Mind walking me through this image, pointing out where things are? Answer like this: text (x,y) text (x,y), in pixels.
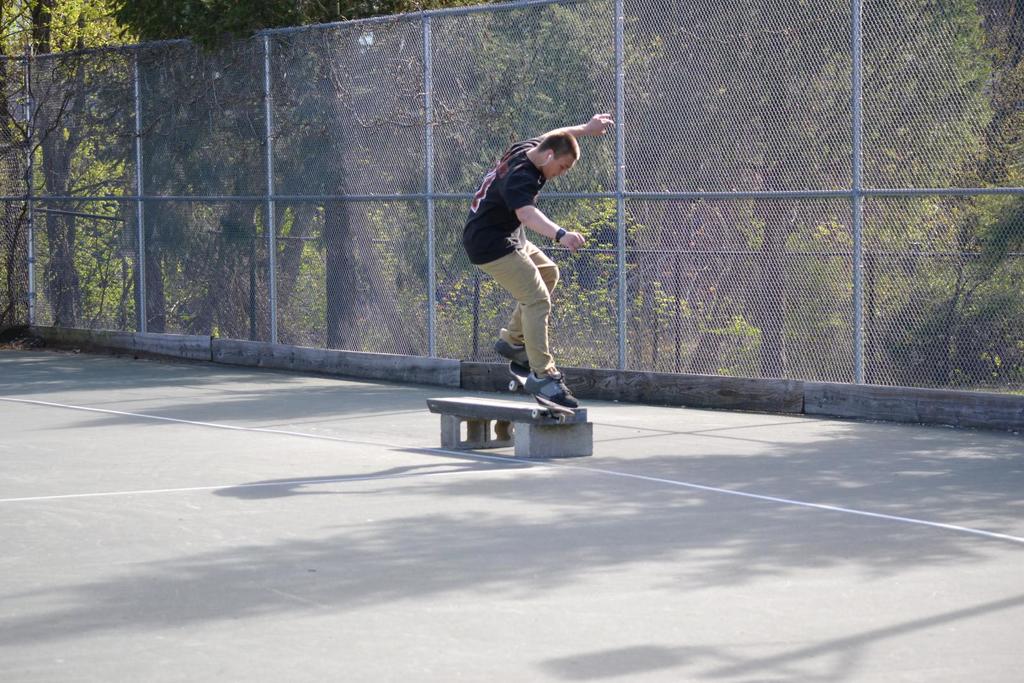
In this image we can see a person (509,267) wearing black T-shirt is skating on the skateboard (540,412). In the background (760,57), we can see the fence (763,136) and trees (205,180).
